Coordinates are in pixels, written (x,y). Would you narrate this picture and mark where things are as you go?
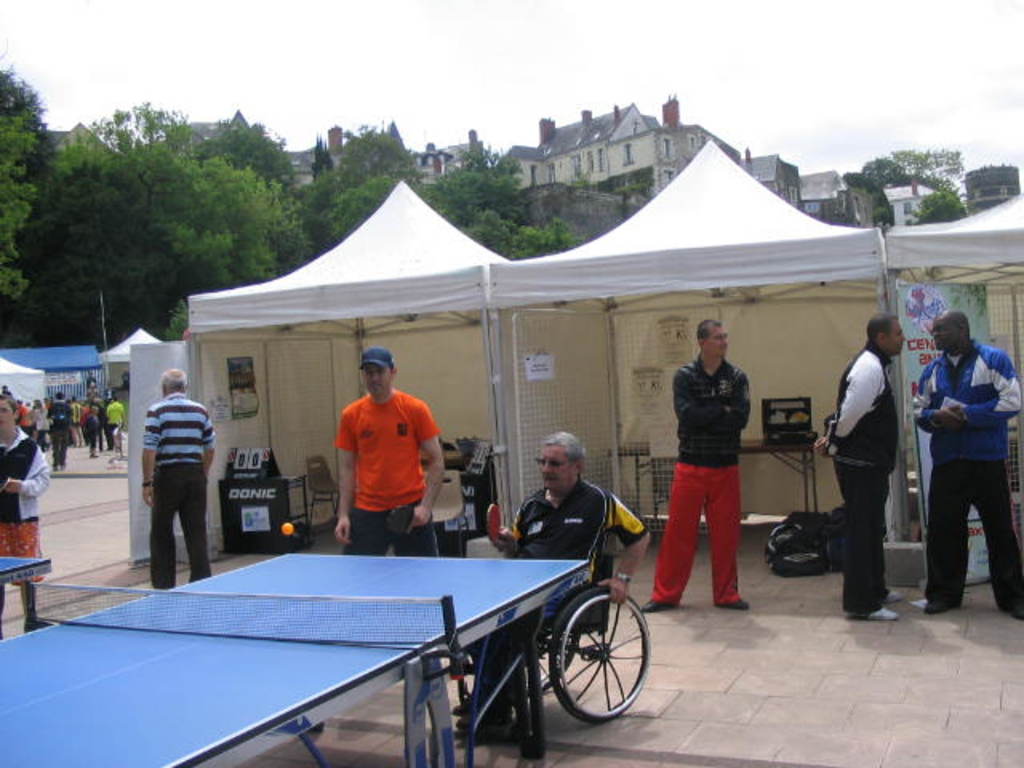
On the left side (91,648) it is a table tennis (268,651), a man (551,554) is playing the table tennis (455,594) by sitting in the wheel chair (593,639), in the middle (469,308) there are 2 tents (605,332). On the right side (931,421) 2 men (952,437) are standing, on the left side (229,256) there are trees (289,228). Beside them there are buildings (668,144). At the top (374,75) it is the sky (382,78).
